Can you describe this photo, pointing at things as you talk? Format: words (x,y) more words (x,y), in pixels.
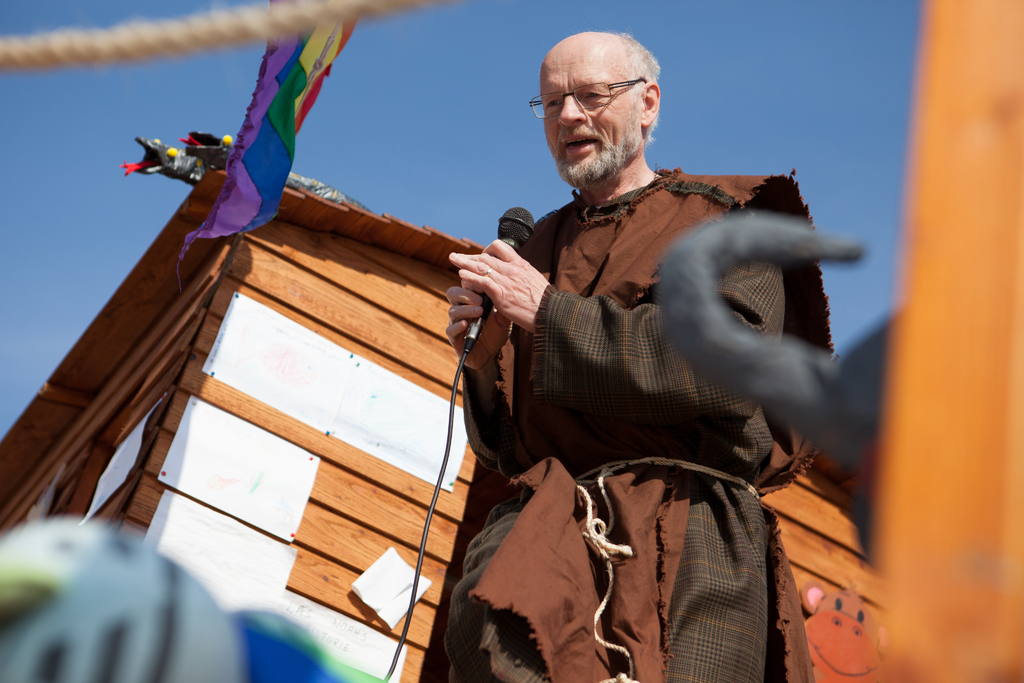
In this picture we can see a man (568,296) with spectacles (539,110) and he is holding a microphone (484,312) with a cable (422,550). In front of the man (583,474), there are blurred objects (133,635). Behind the man (597,433), there is a house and the sky (223,2). At the top of the image (269,186), there is a rope (129,51) and a flag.
